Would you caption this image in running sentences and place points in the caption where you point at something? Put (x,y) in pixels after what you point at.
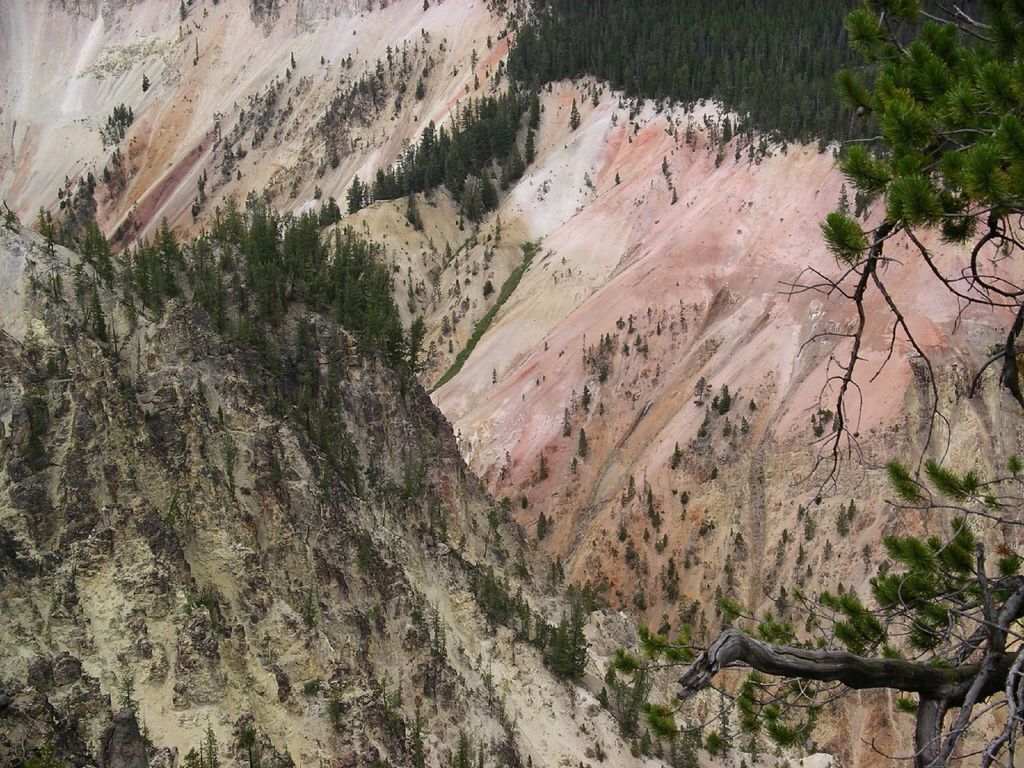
In this image, I can see the mountains (107,409) and trees (749,66).
